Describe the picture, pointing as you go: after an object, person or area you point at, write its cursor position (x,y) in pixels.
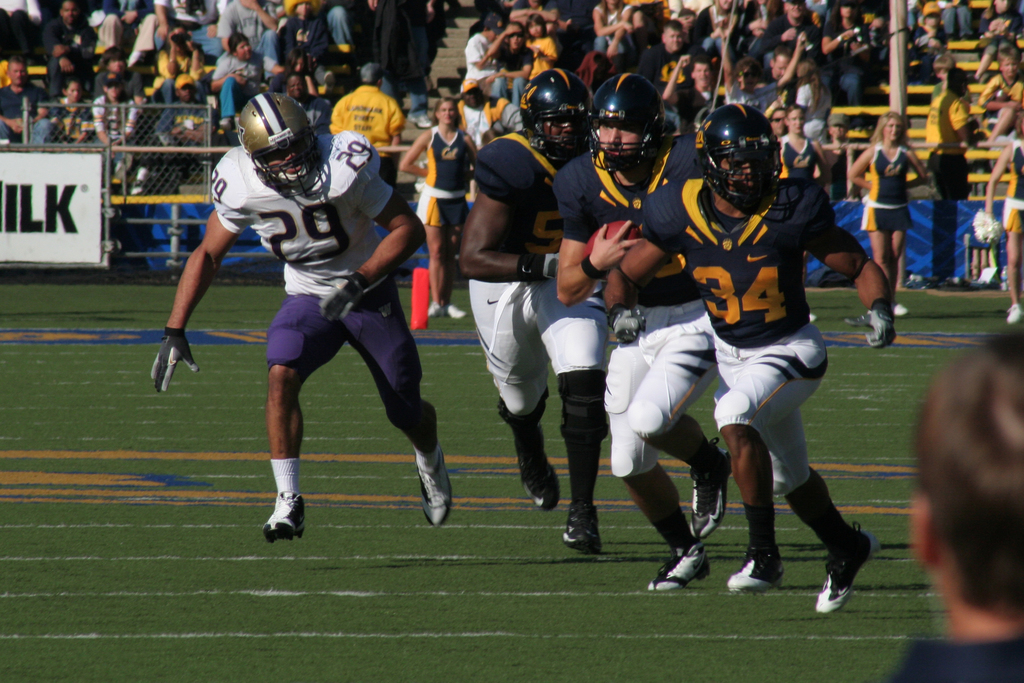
This image consists of many people (297,340) playing american football. They are wearing helmets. At the bottom (417,621), there is green grass (486,597). In the background (1019,45), there is a crowd (4,91).
